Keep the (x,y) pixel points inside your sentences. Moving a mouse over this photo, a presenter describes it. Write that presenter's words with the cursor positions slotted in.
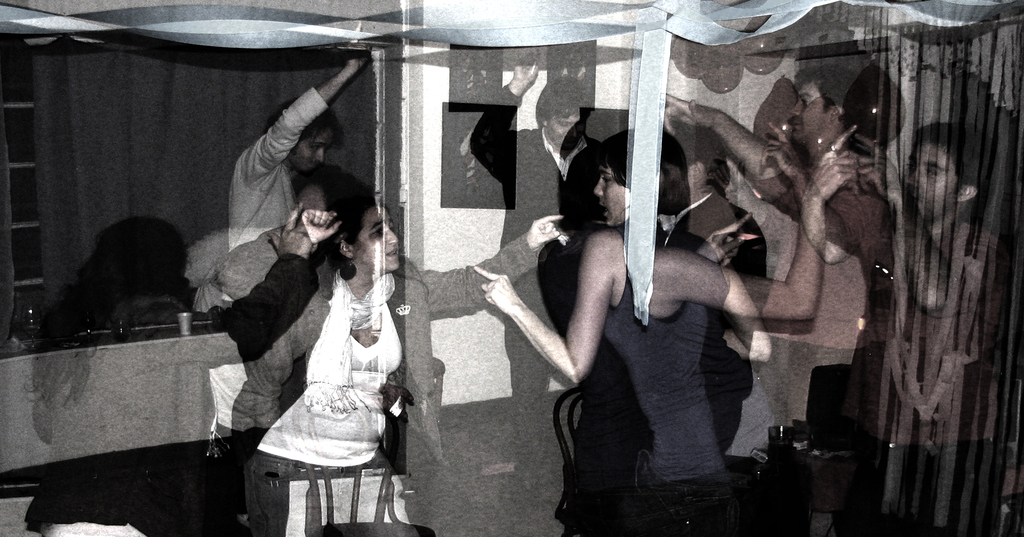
This image consists of few people (341,351). It looks like they are dancing. And we can see the reflection (829,315) in this image. On the right (981,223), there are curtains (963,239). In the background (32,176), we can see a window (34,224) along with the curtain (86,244). And there is a table (122,375) on which there are glasses (189,327).
